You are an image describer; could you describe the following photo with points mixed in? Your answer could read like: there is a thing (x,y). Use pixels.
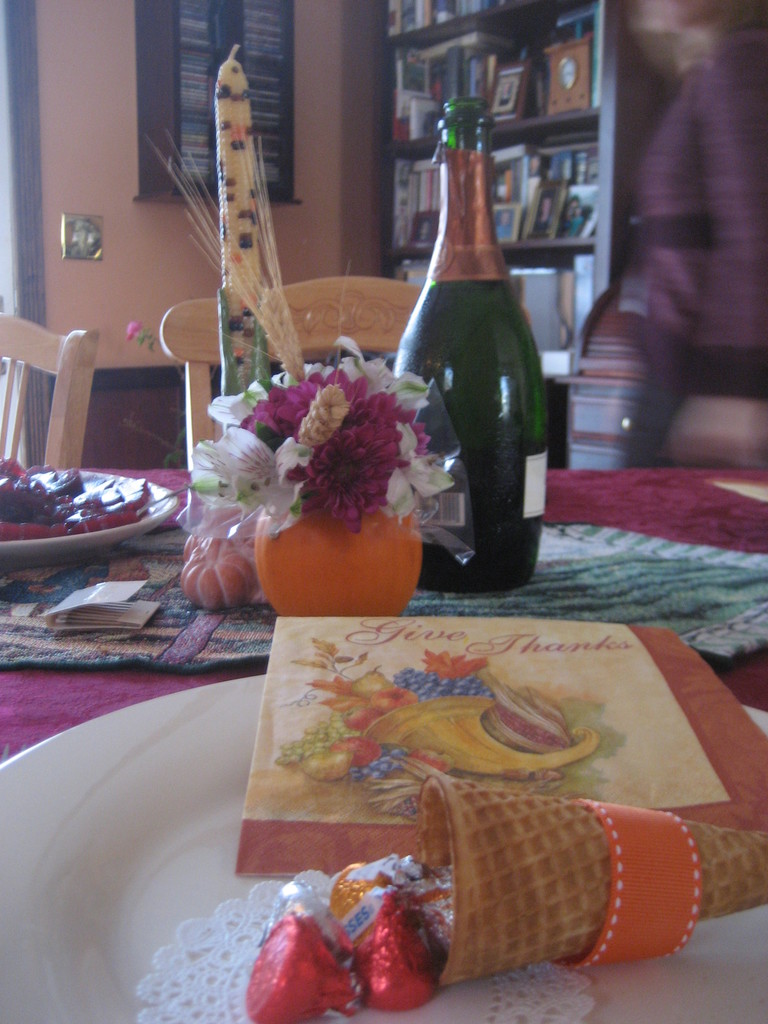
In this picture we have a flower pot (307,560), champagne bottle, a table mat (69,577), paper (79,597), food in a plate (64,556) and a greeting card (509,770), and a cone (422,833), and some chocolates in the table (672,475) and some books (553,155) in the rack (560,34) and a wall (121,299).
